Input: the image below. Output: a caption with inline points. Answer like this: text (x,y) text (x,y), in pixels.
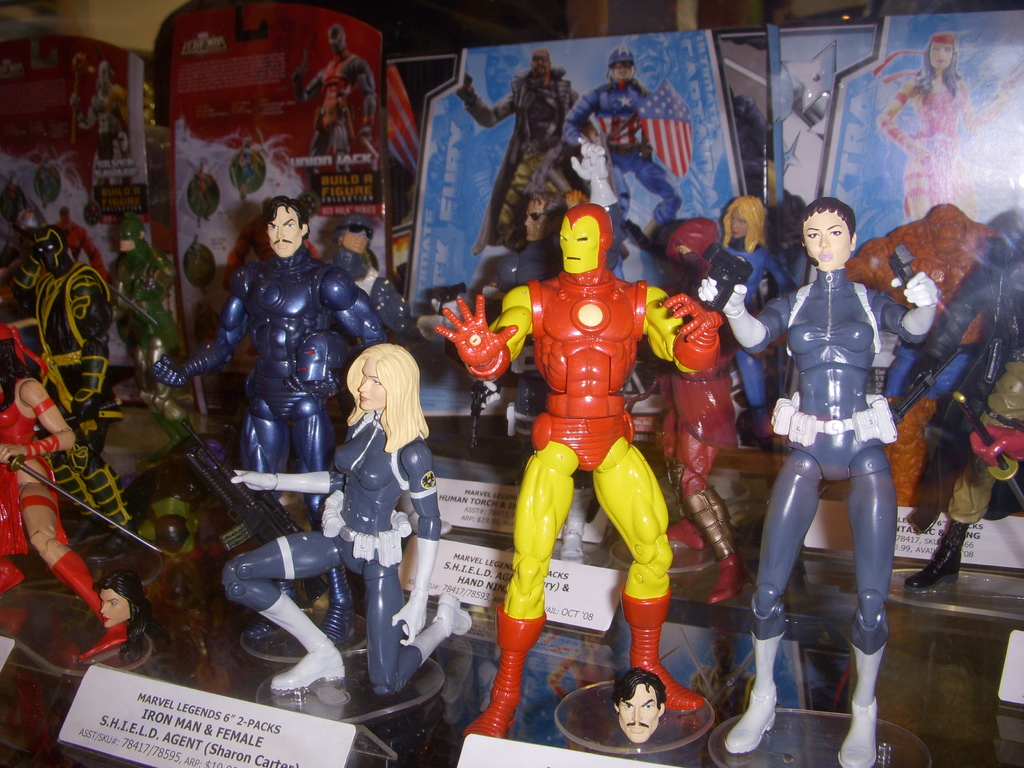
In this image we can see there are toys (726,552) on the glass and at the back (485,161) there are banners (188,175) with text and images (545,90). In front of the toys (827,200) we can see there are boards (223,726) with text (183,720) and numbers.
